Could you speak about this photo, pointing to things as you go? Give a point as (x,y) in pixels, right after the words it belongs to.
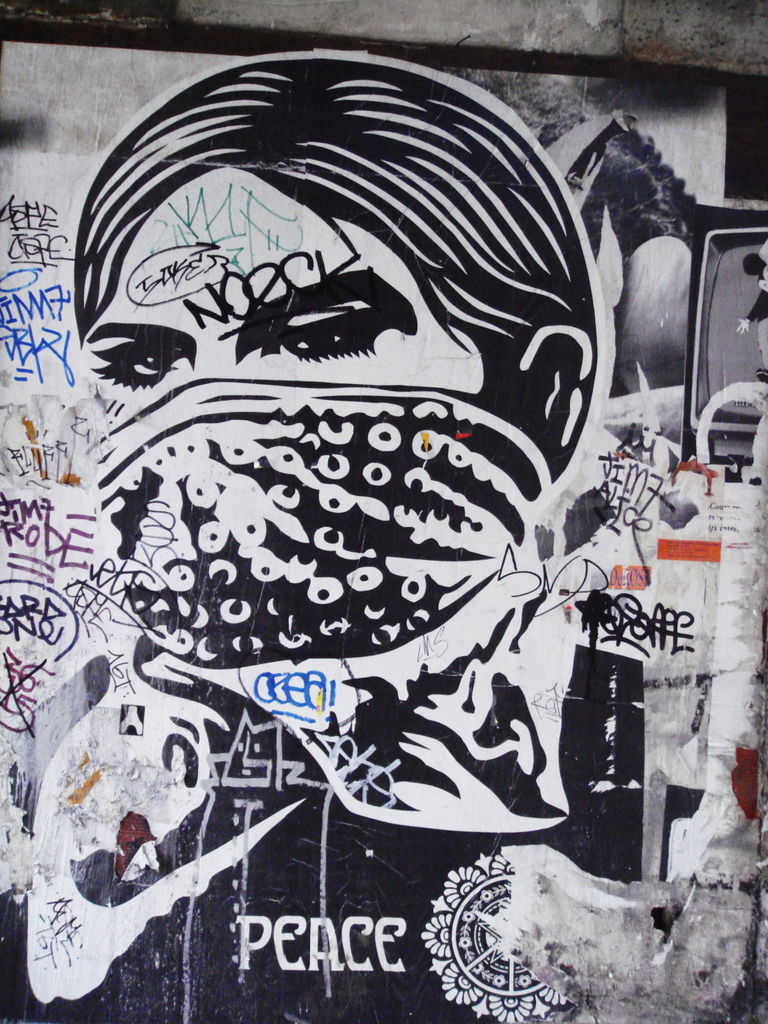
In this image there is a wall (367,461) having few pictures (370,534) and some text (102,599) painted on it. A person (347,681) is wearing a cloth (303,497) to his face (360,521). Right side (754,351) there is a television (728,266) has a cartoon image (765,289).
